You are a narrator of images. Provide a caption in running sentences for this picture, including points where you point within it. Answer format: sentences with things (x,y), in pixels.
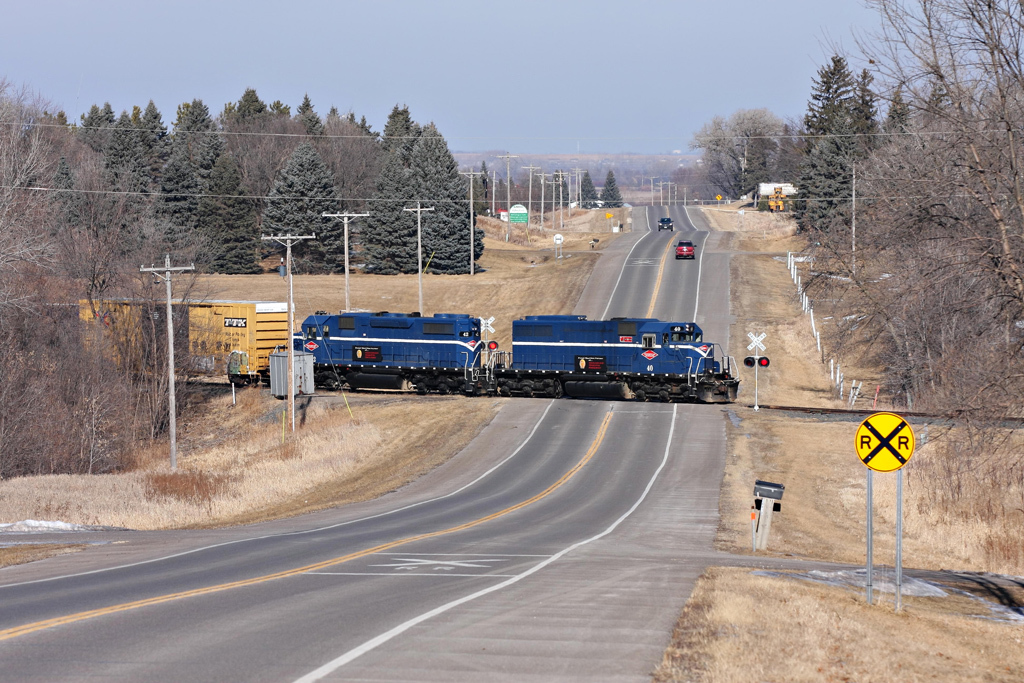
In this image there is a road (448,543) in the middle (631,412). On the right side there is a sign board (874,429). In the middle (446,388) we can see that there is a train (390,362) which is crossing the road (641,420). In the background (665,218) there are two cars (688,246) on the road (667,235). On the left side (192,176) there are trees (209,238). Beside the trees (269,228) there are electric poles (472,215) to which there are wires (315,199). At the top (581,47) there is the sky (568,39).
